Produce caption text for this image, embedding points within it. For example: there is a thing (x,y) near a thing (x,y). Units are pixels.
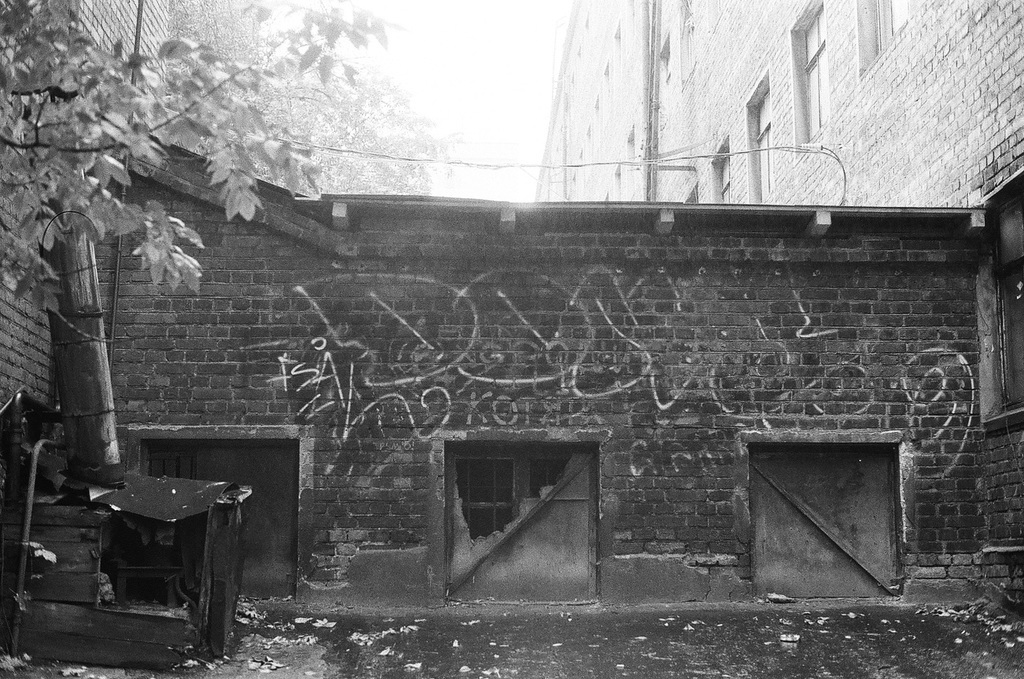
In this image I can see a tree (123,124) on the left (107,185). There are buildings (682,317) which have windows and there is a tree (371,118) at the back (391,120). This is a black and white image.
